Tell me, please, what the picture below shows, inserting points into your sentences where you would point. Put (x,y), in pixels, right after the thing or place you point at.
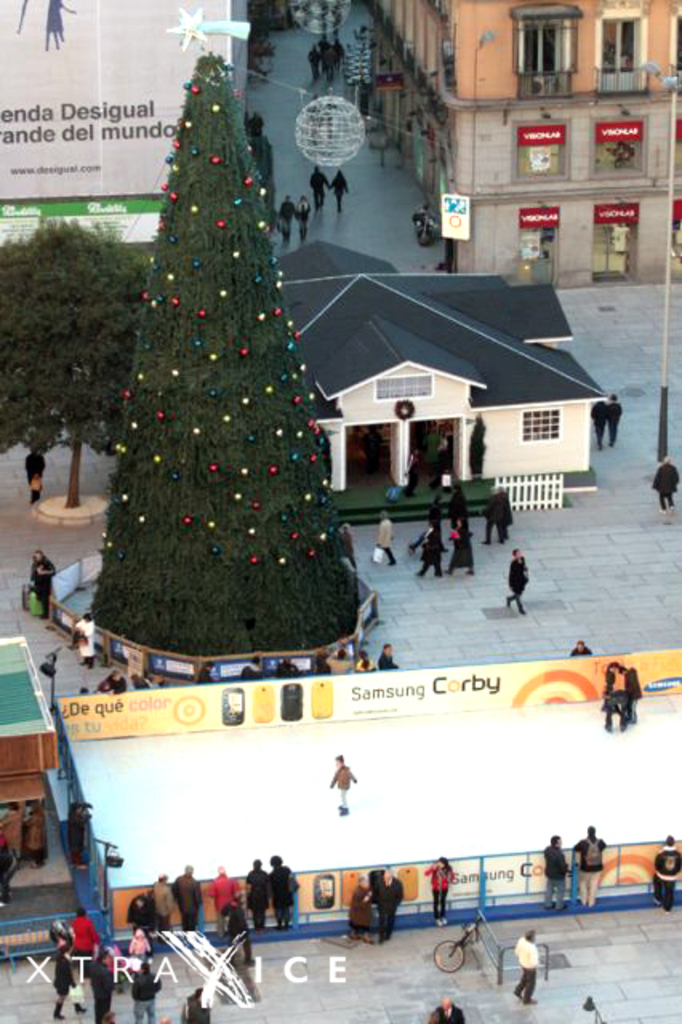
In this image, I can see the trees (189,573), a house (328,406), few people (390,926) standing and few people (432,514) walking on the pathway (594,455). At the bottom of the image (434,884), I can see few people (631,690) standing in the ice rink (155,788). At the top right side of the image (529,39), there is a building (555,119) with windows (562,171) and boards (635,219). At the top left side of the image (126,95), It looks like a hoarding (141,169). At the bottom left side of the image (210,959), I can see the watermark (216,978).
